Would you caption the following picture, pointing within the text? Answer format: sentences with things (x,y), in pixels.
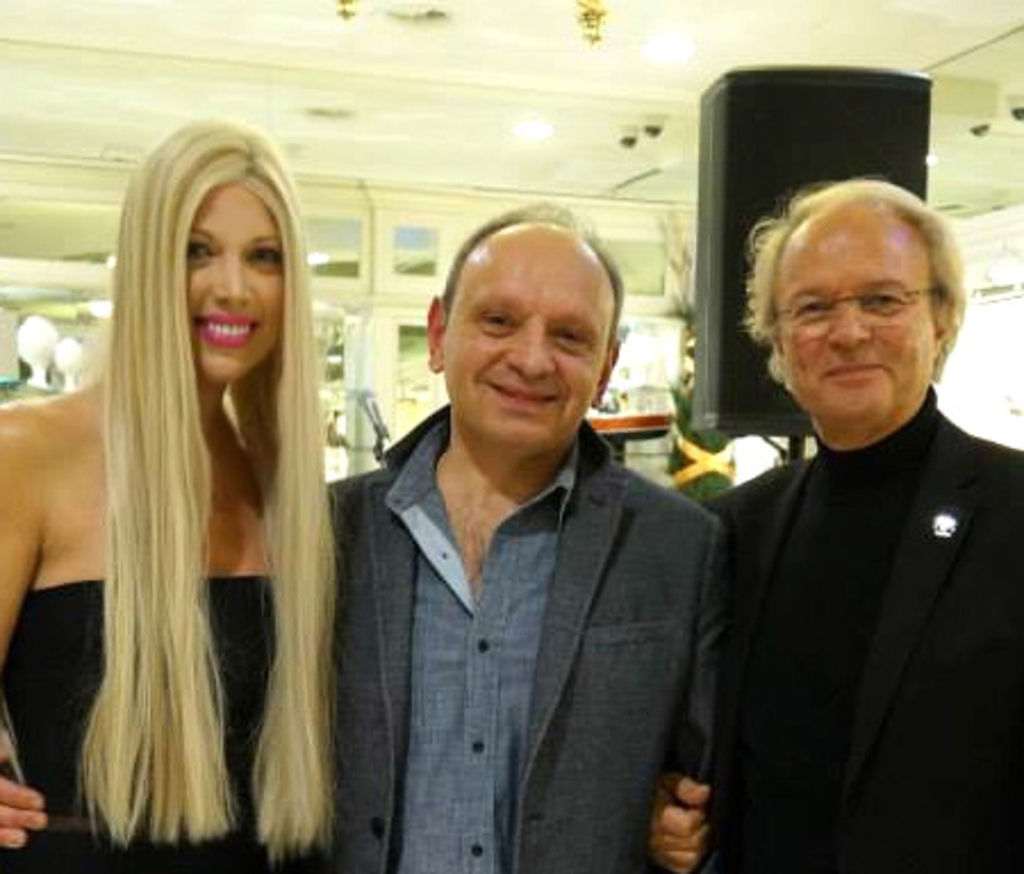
In this picture we can see few people (476,387), they are all smiling, in the background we can find few lights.
